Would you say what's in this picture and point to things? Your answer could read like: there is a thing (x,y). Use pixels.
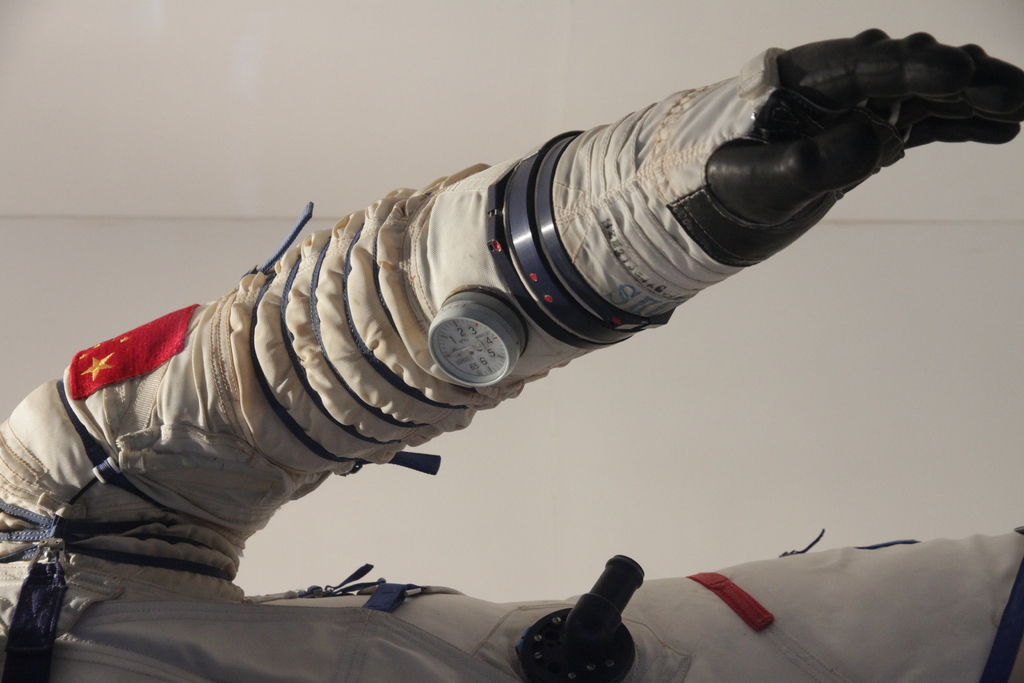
In this image, we can see a person (184,653) wearing gloves (609,219) and meter (449,352).
